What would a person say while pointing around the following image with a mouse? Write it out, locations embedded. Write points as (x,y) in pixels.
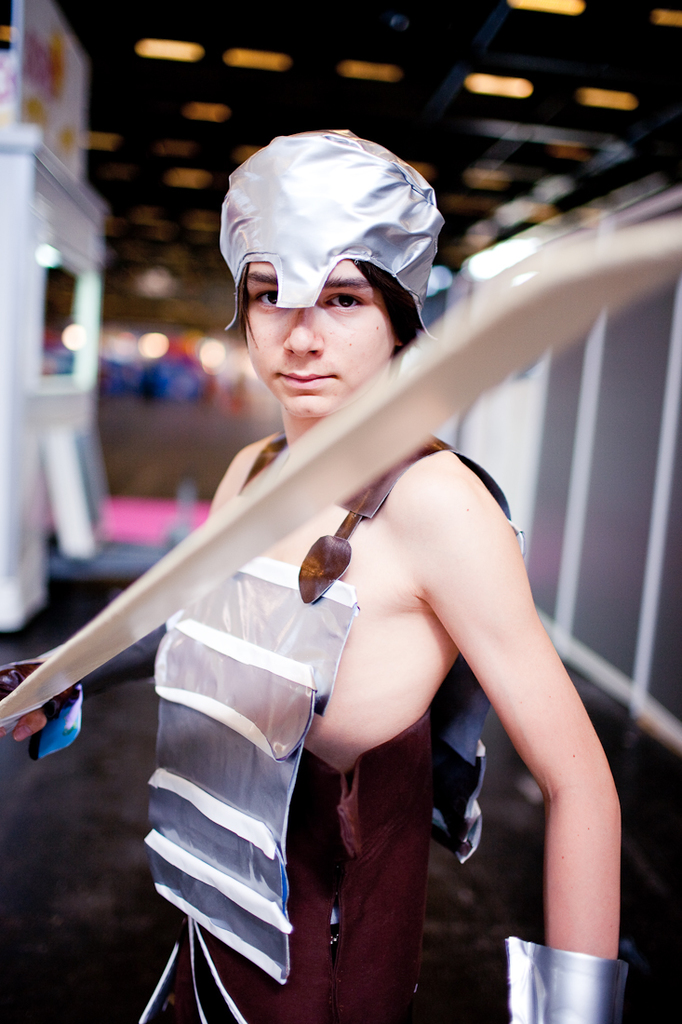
In this picture I can see a person (463,471) holding a weapon (422,404). I can see light arrangements (377,64) on the roof (369,54).
